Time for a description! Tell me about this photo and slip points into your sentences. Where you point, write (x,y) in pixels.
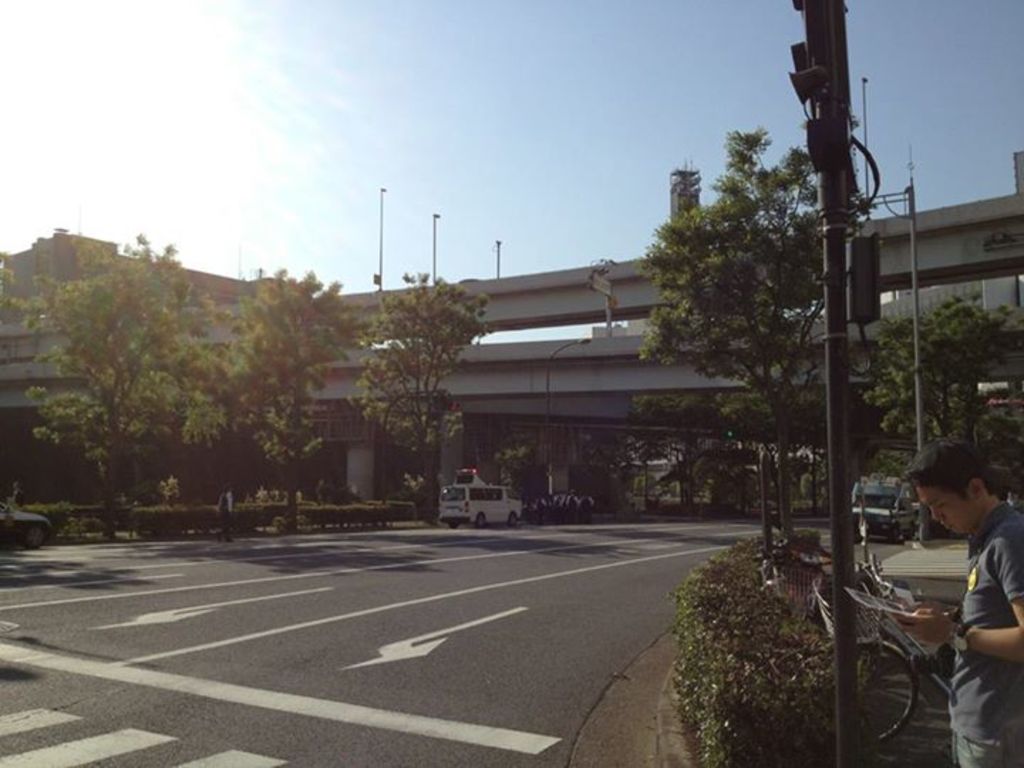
In the picture I can see a person (994,690) wearing grey color T-shirt (1019,681) is holding an object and standing on the right side of the image (878,640) and here we can see a bicycle (900,674) is parked there. Here we can see shrubs (731,686), vehicles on road (546,557), I can see poles (832,230), trees (509,480), I can see bridges (536,300), buildings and the blue sky (477,176) in the background (280,206).
